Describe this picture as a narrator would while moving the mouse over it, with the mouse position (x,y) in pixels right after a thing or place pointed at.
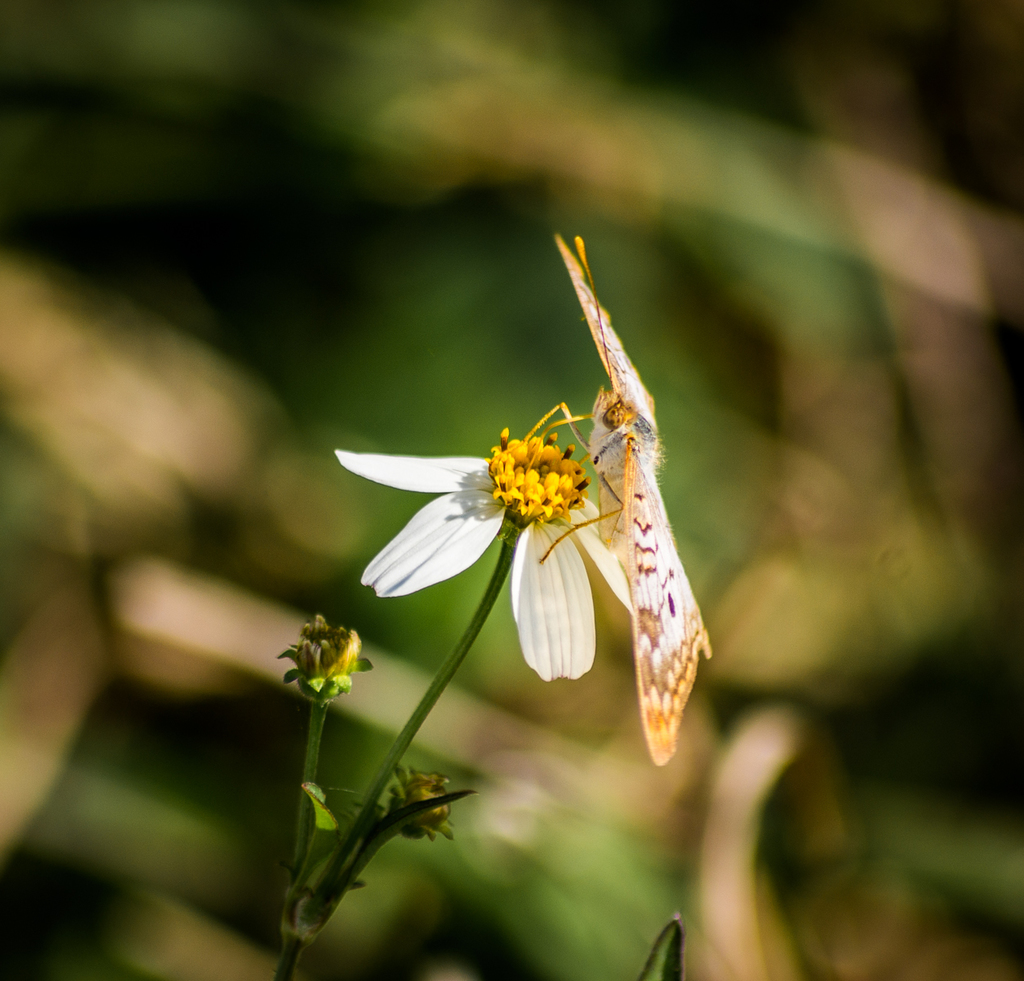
In this image there is a butterfly (637,505) on the flower (577,559) and the background of the image (158,360) is blur.
